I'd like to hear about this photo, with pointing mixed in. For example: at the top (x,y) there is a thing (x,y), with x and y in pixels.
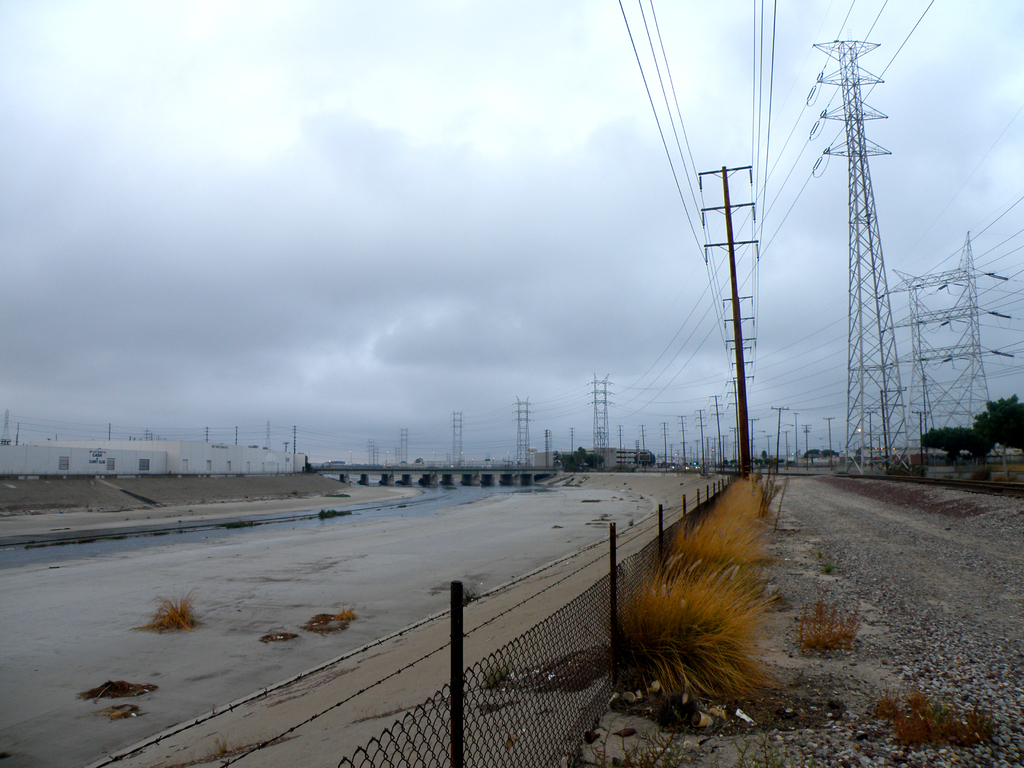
In this image there are grass (746,592), plants (750,483), trees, electric towers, poles (778,455), water (444,491), bridge (390,478), buildings (176,446), fence (566,693), sky (485,443).
